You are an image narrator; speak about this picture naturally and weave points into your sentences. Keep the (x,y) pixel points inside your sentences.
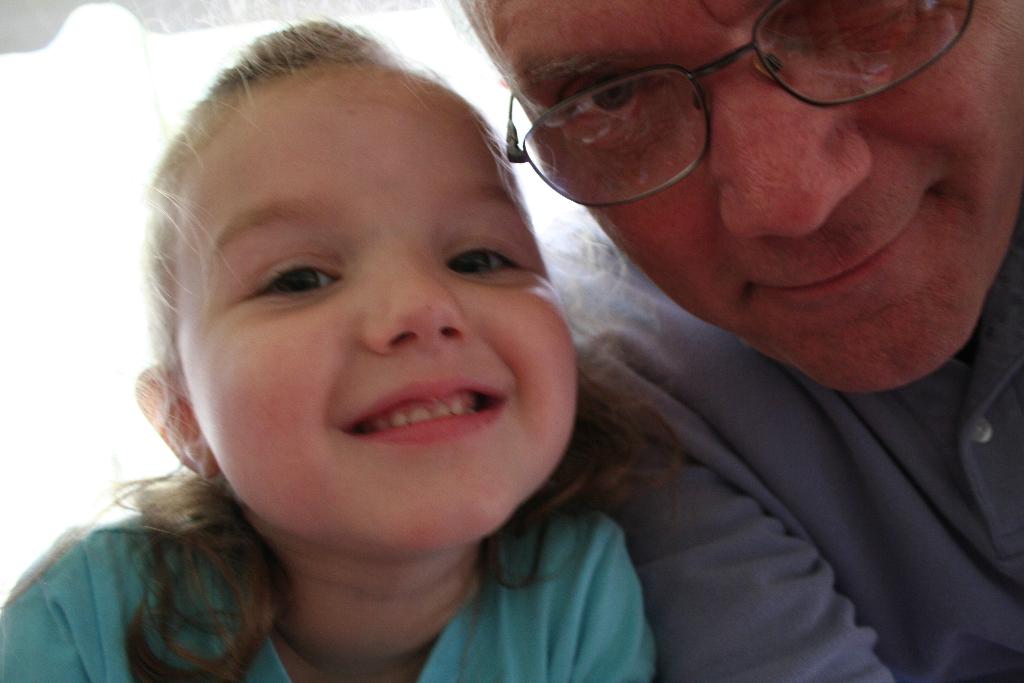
In this image we can see a man (821,467) and a girl (391,567) smiling.
